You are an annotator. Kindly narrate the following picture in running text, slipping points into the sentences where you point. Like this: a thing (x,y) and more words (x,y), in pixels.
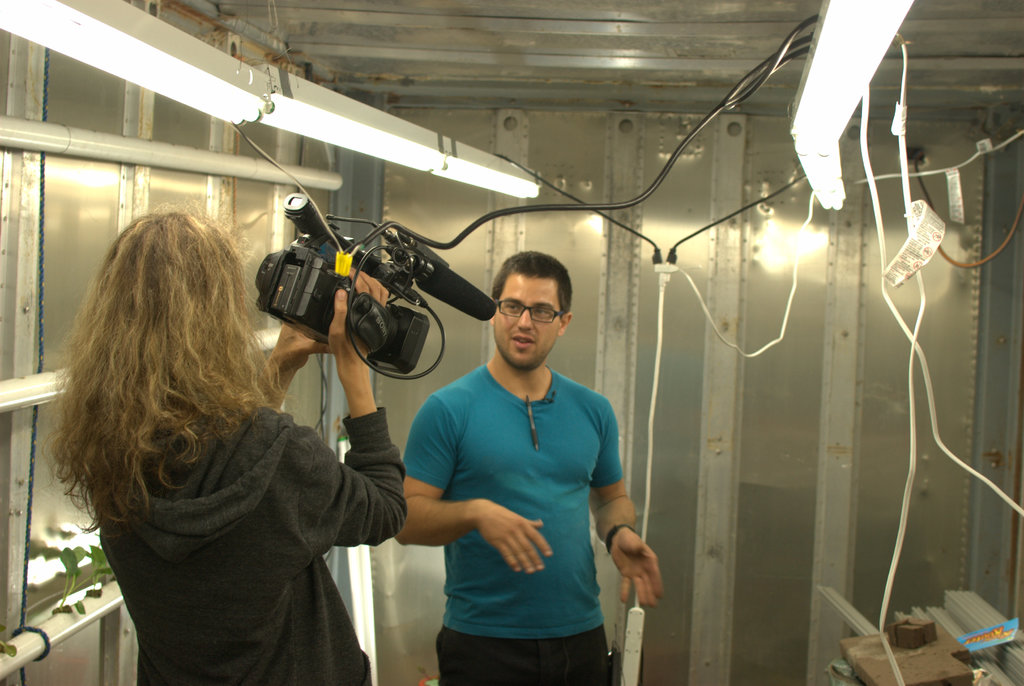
In this picture there is a girl (233,376) on the left side of the image (260,300), by holding a video recorder (352,325) and there is a man (501,639) in front of her and there are lights (164,28) at the top side of the image (67,7) and there are wires (663,298) in the image, there is a rack (908,647) at the bottom side of the image (917,672), on which there are boxes (947,640).
